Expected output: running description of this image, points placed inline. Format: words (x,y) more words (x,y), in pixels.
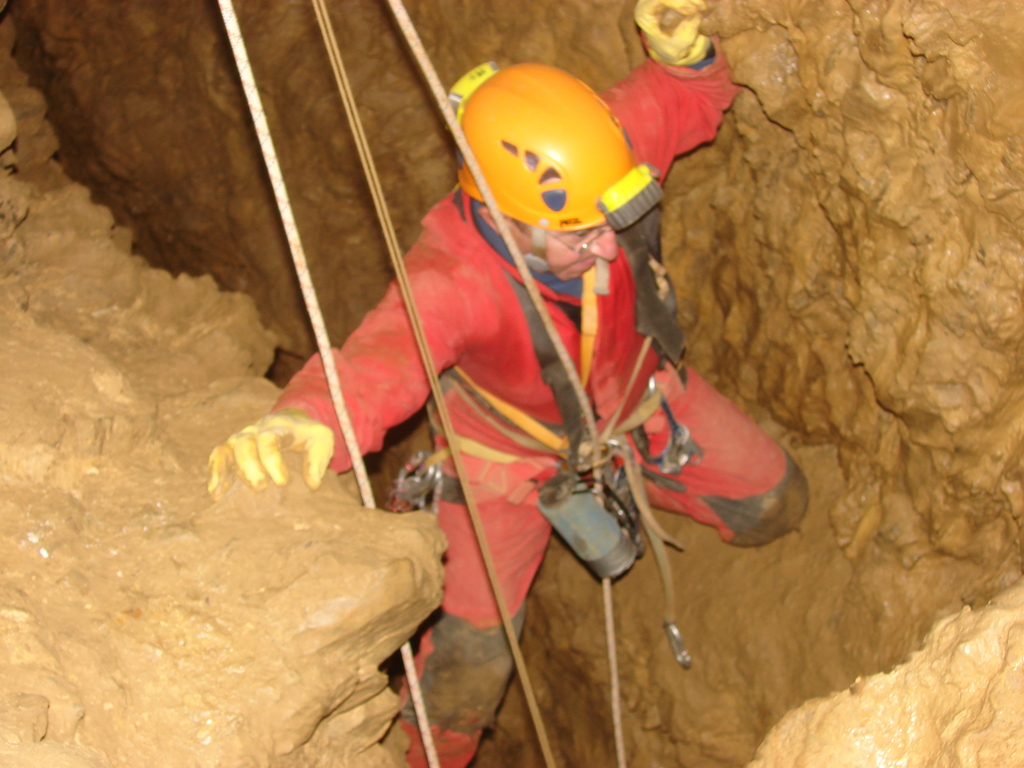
In the middle of the image (560,267) a man (748,438) is standing and there are some ropes (608,626). Behind him there is a hole (44,19).
